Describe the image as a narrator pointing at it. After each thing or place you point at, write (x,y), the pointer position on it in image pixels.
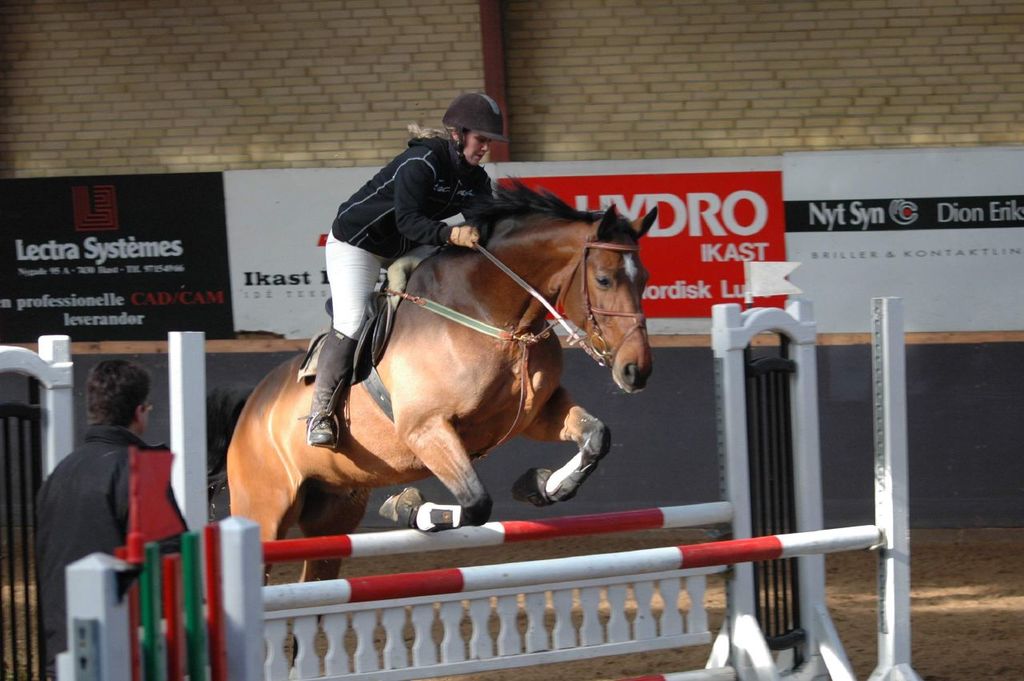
This is the woman (353,290) sitting on the horse (427,380) and riding. I can see another person (90,472) standing here. This looks like a horse training. These are the rods (535,581). At background (698,216) I can see banners (727,220).
